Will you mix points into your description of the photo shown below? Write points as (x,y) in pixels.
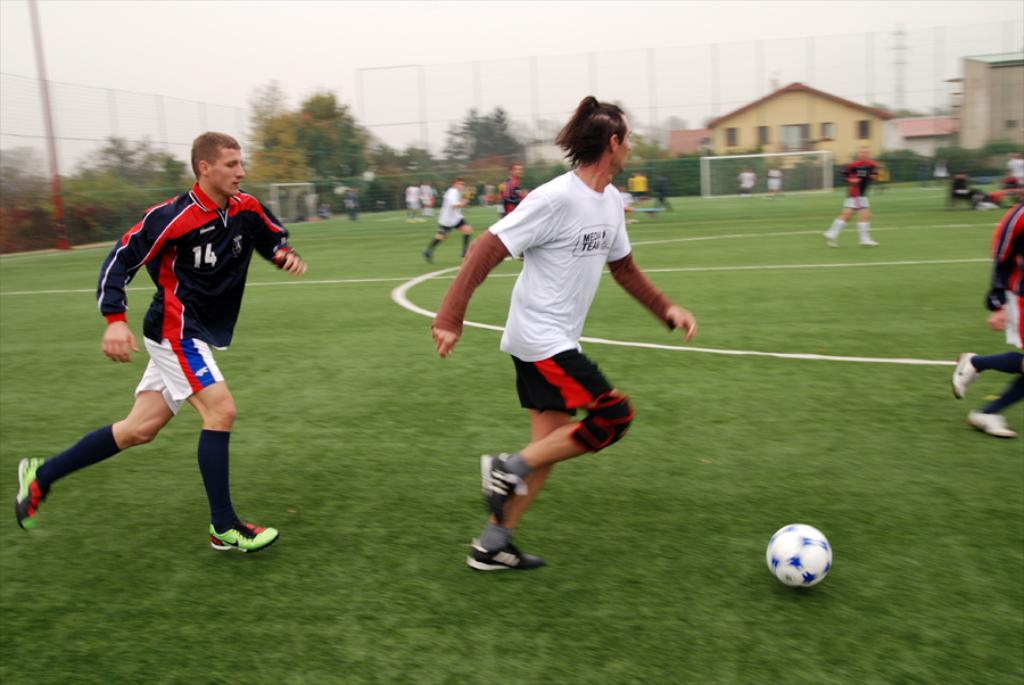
In this image there is the sky (277,50), there is a fencing (725,74), there are trees (362,139), there is a house (784,108), there is a building (989,99) truncated towards the right of the image (1002,90), there is a playground (743,349), there are players (199,399) playing football, there is grass (306,440), there is football (797,562), there is a person (998,301) truncated towards the right of the image (994,363), there is a goal post (828,176).
